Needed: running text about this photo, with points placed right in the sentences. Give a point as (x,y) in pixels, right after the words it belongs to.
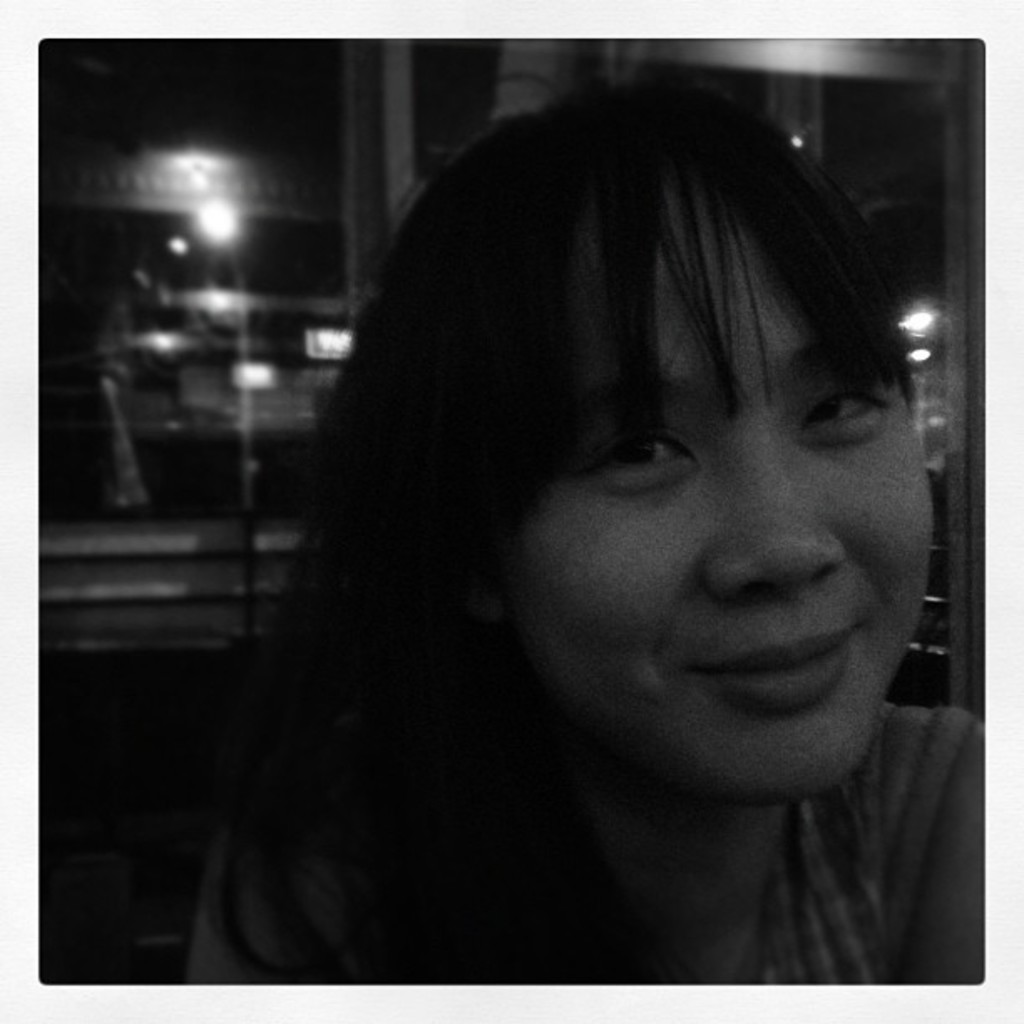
In this image I can see the person (402,486). Back I can see the lights (200,155) and the image is in black and white.
